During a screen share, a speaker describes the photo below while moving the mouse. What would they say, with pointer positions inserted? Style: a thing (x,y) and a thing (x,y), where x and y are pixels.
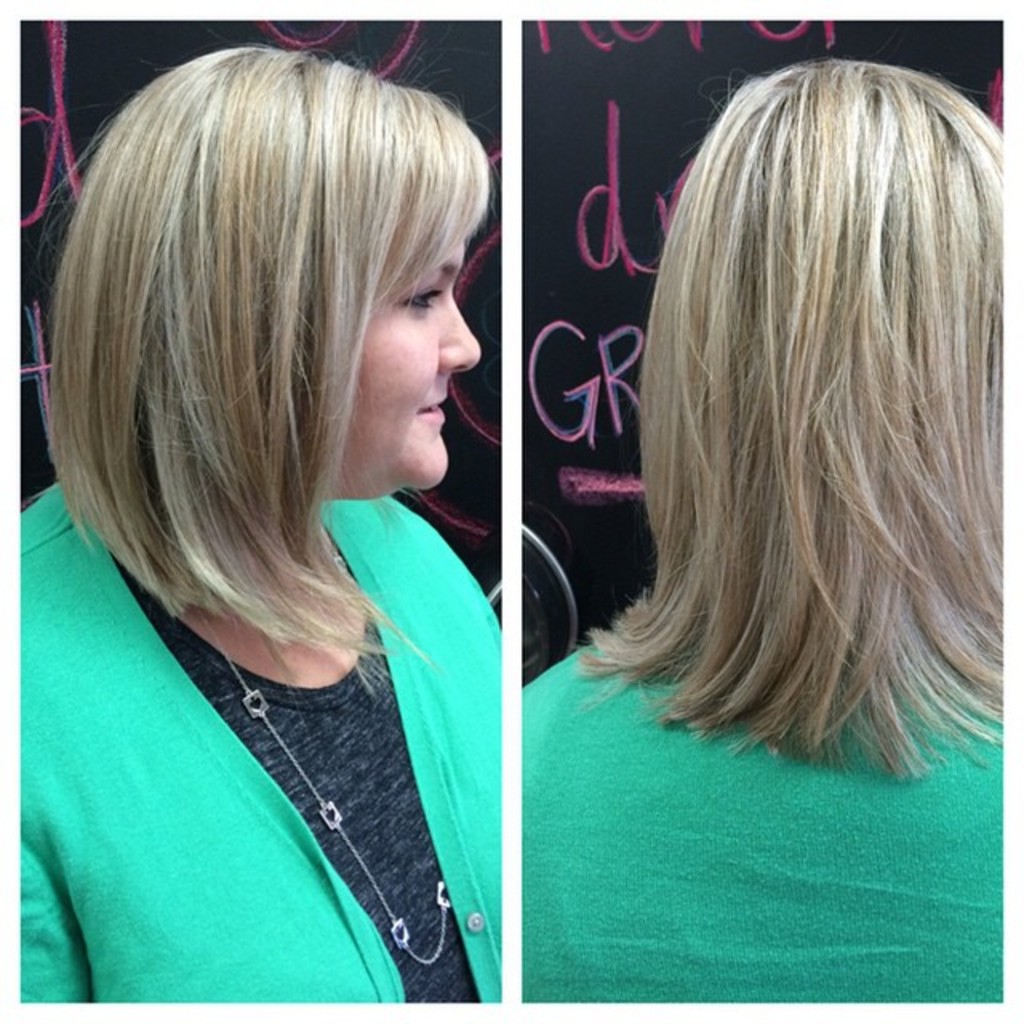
In this image on the right side (751,564) and left side (321,842) there is one woman (703,670) and in the background (52,320) there is a wall (52,320), on the wall (560,257) there is some text (594,270).
